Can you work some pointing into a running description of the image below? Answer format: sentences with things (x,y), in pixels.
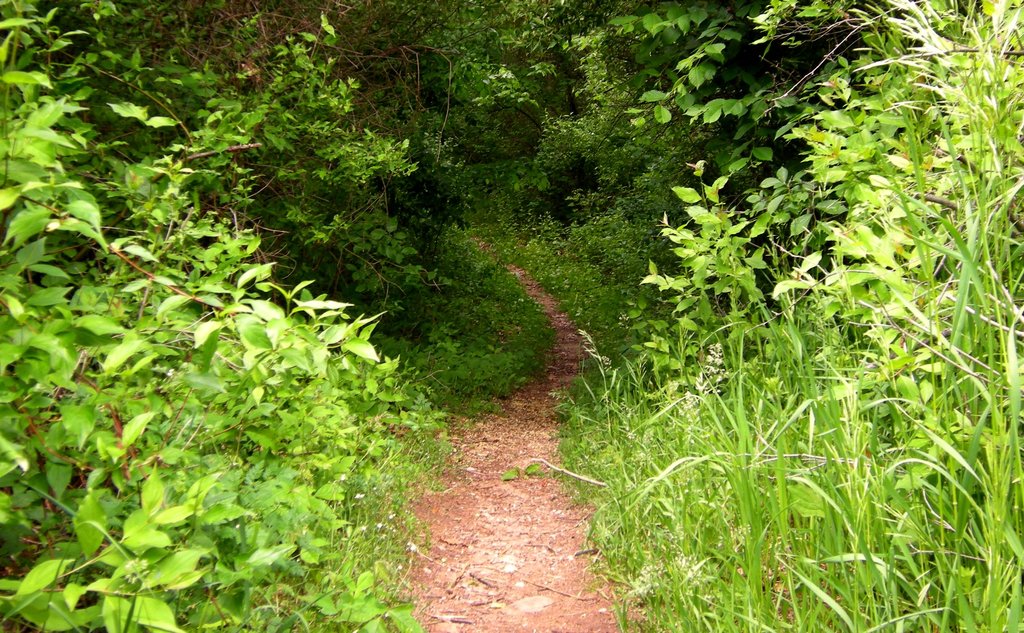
This picture shows trees (580,4) and plants (422,340) and we see a path (501,423).
